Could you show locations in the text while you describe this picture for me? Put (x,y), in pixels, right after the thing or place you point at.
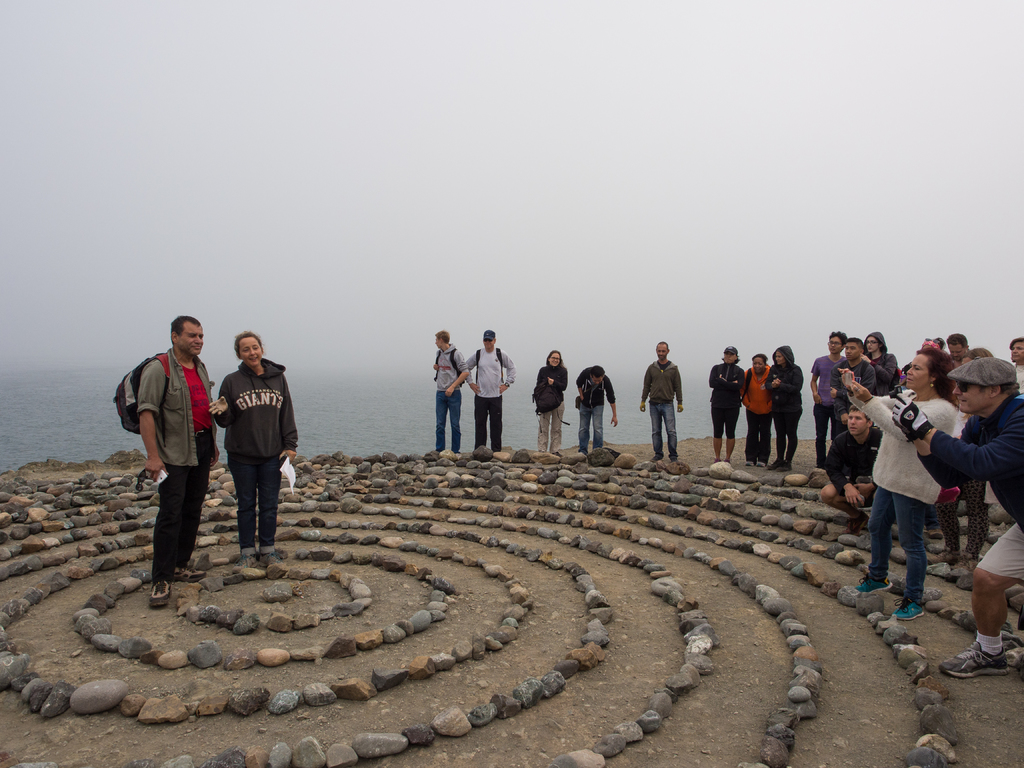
On the left side of the image (174,505) we can see persons (181,456), standing on the ground (144,598). On the right side of the image (969,381) we can see many persons (655,381) standing on the ground (930,579). At the bottom (311,625) there are stones (869,598). In the background (424,160) we can see water (379,390) and sky (433,141).
